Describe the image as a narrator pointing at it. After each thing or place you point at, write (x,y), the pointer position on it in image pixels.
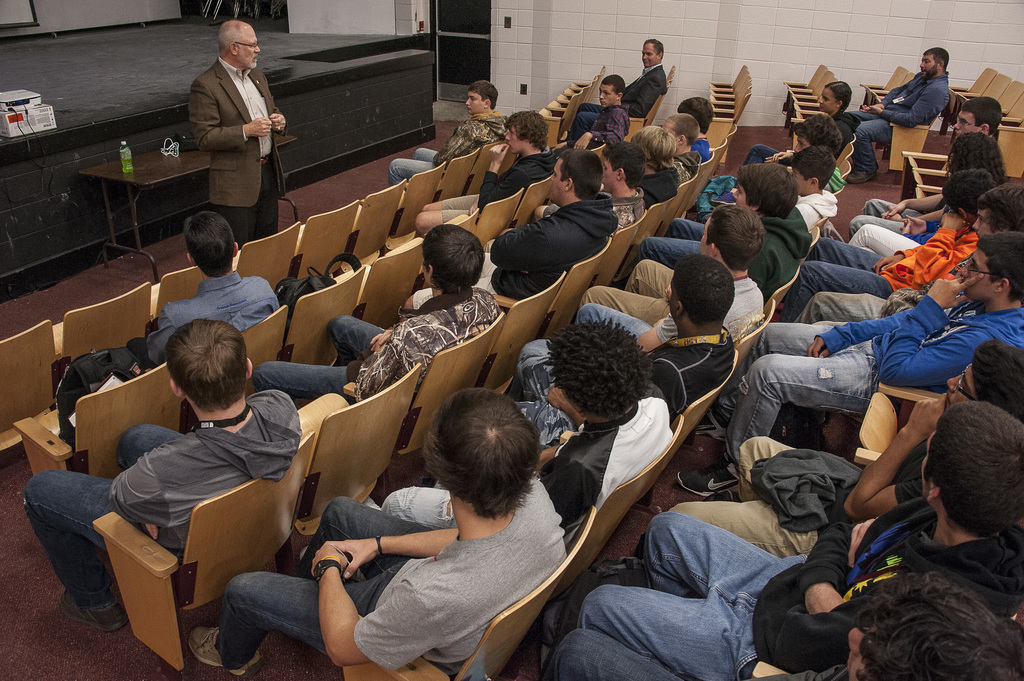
In this picture I can see group of people (980,366) sitting on the chairs (380,217), there is a man (248,156) standing, there is a bottle (122,155) and some objects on the table (139,155), and in the background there are some objects (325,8) on the stage (204,35).
